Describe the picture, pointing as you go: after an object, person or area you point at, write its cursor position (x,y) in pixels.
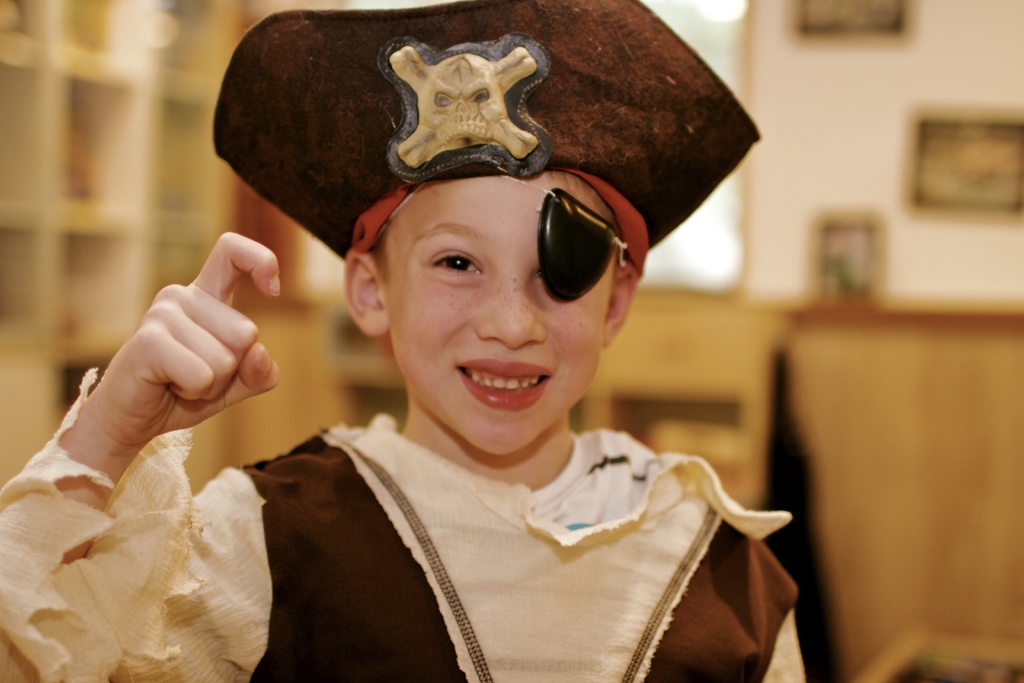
In this image we can see a boy (541,531) in a costume (475,549), behind him we can see some shelves (168,106), photo frames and some other objects (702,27).
